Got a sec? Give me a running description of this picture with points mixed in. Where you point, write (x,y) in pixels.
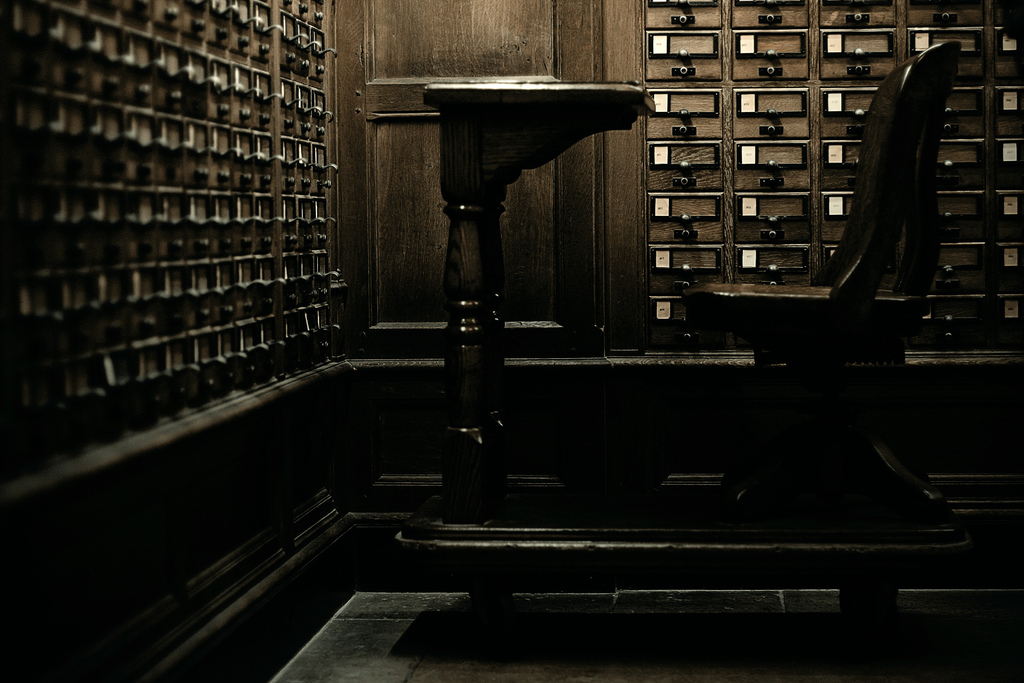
In this image I can see number of drawers (51,375) and a chair (819,296) over here. I can also see this image is little bit in dark from here.
